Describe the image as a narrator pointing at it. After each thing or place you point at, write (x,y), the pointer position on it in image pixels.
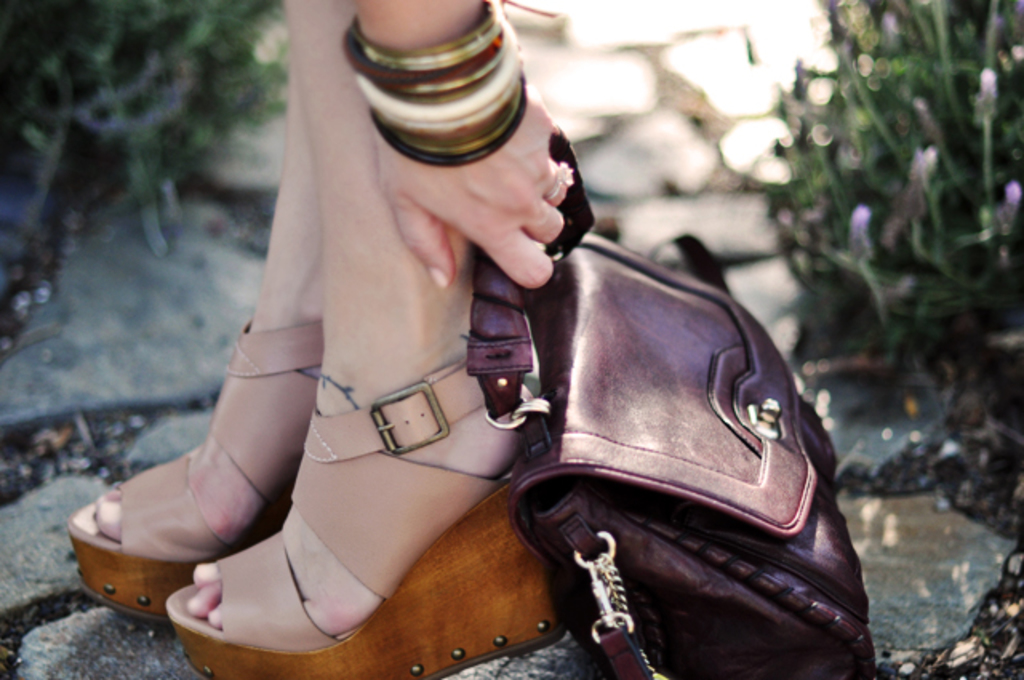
In this image, in the middle (367,385), we can see the legs (386,306) of a person (378,252) with high heels chappal (386,658). In the middle (445,253), we can also see the hand (394,22) of a person (451,39) holding a handbag (658,402). On the right side (908,269), we can see some plants (894,295) with flowers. On the left side (103,167), we can also see some plants (222,102). At the bottom (41,548), we can see a land (171,441).
